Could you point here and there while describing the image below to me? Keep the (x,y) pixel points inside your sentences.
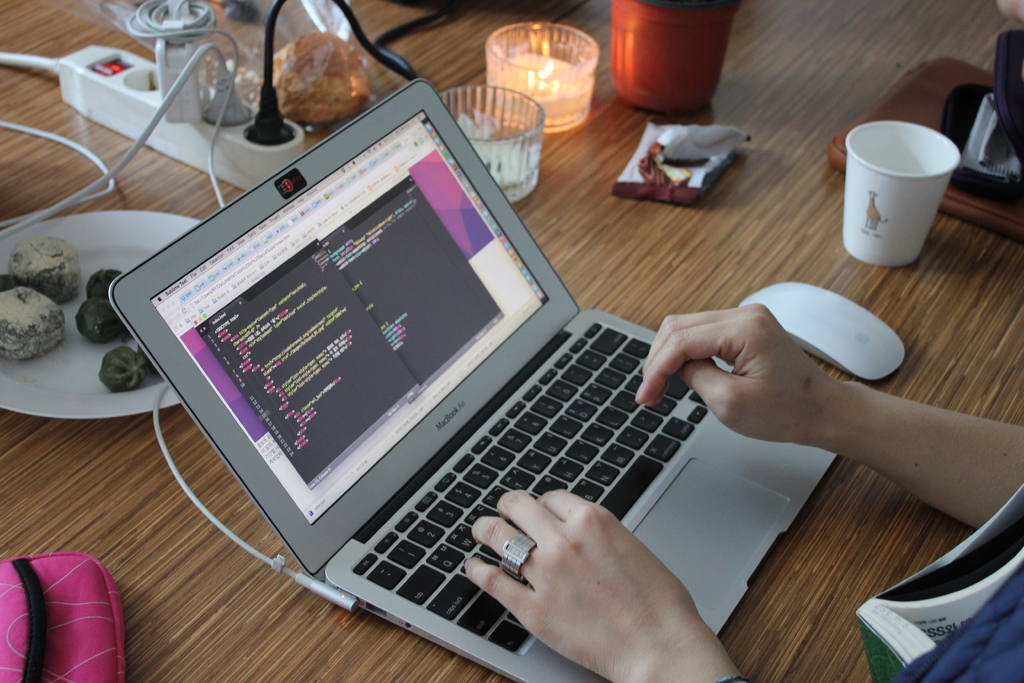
In this picture there is a table (923,290), and in that table (634,125) there is a laptop (515,439) where a person (865,455) is typing some thing example like code in the key pad (447,505) and at the background (262,158) there is a socket (246,182) where there are some fixed cables (278,9) in that, and 1 plate (44,228) in that food (42,328), 1 bag (3,579), glass (541,103), glass candle (584,110), one wrapper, cup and a mouse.
